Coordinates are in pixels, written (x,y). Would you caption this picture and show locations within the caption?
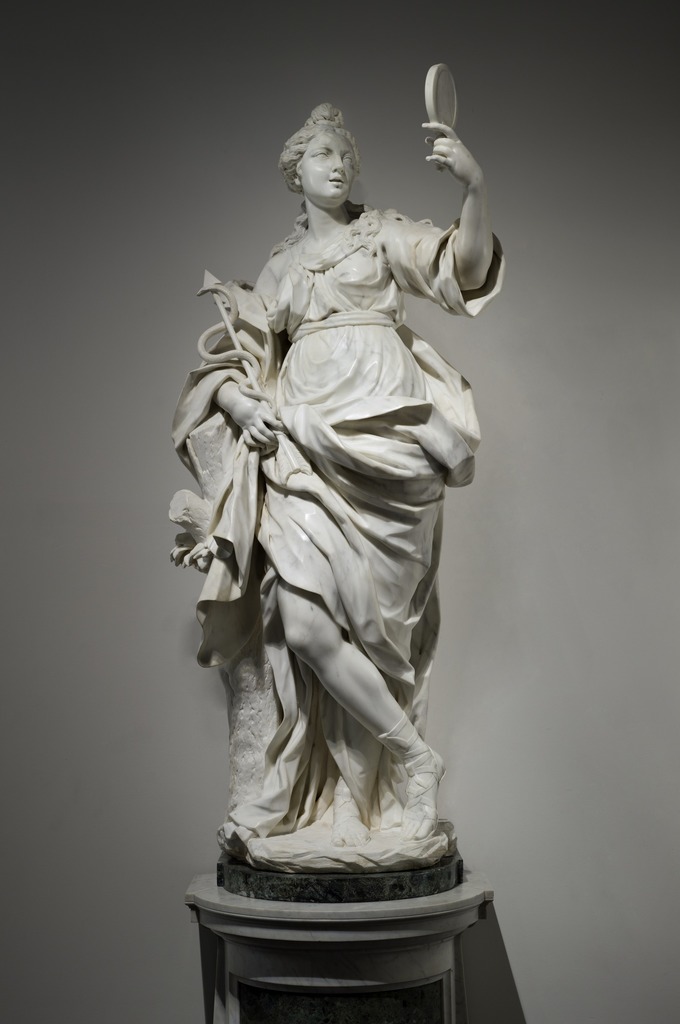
In this picture we can see a statue (426,473) on the platform (344,895) and in the background (471,768) we can see the wall (9,192).
